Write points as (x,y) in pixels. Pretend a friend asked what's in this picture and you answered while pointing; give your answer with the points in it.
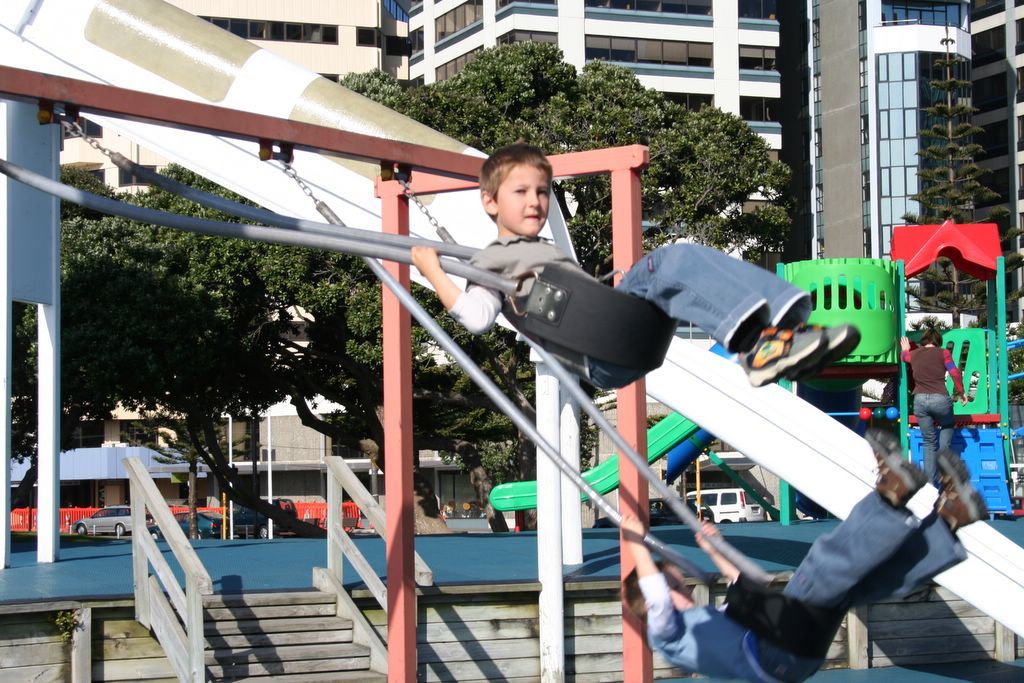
In this image we can see two persons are swinging, steps (322,675), railings (157,549), a person (931,426), slide (739,384) and objects (991,329). In the background (376,340) we can see trees (591,219), buildings (423,44), vehicles (252,523), poles (271,523), windows (942,9) and objects (5,174).
